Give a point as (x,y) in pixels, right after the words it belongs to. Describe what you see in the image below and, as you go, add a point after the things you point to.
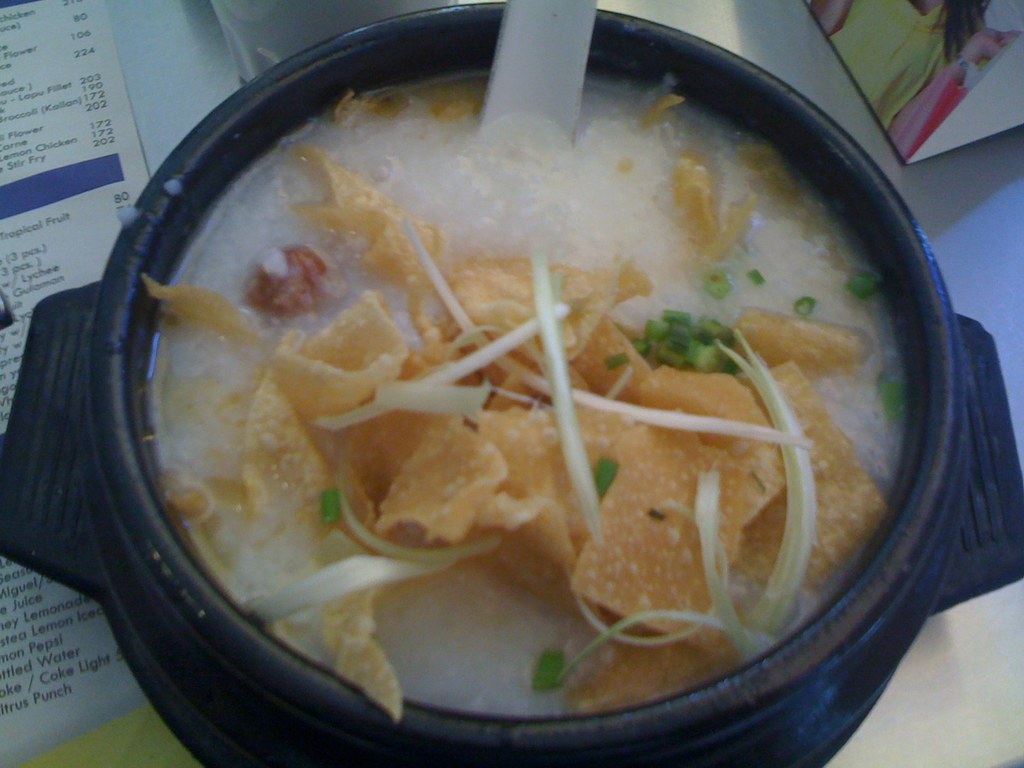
In this image, I can see a bowl (209,670) with a food item (379,531). This looks like a paper (66,126). I can see a bowl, paper (121,117) and few other objects (997,134) on the table (963,624).
